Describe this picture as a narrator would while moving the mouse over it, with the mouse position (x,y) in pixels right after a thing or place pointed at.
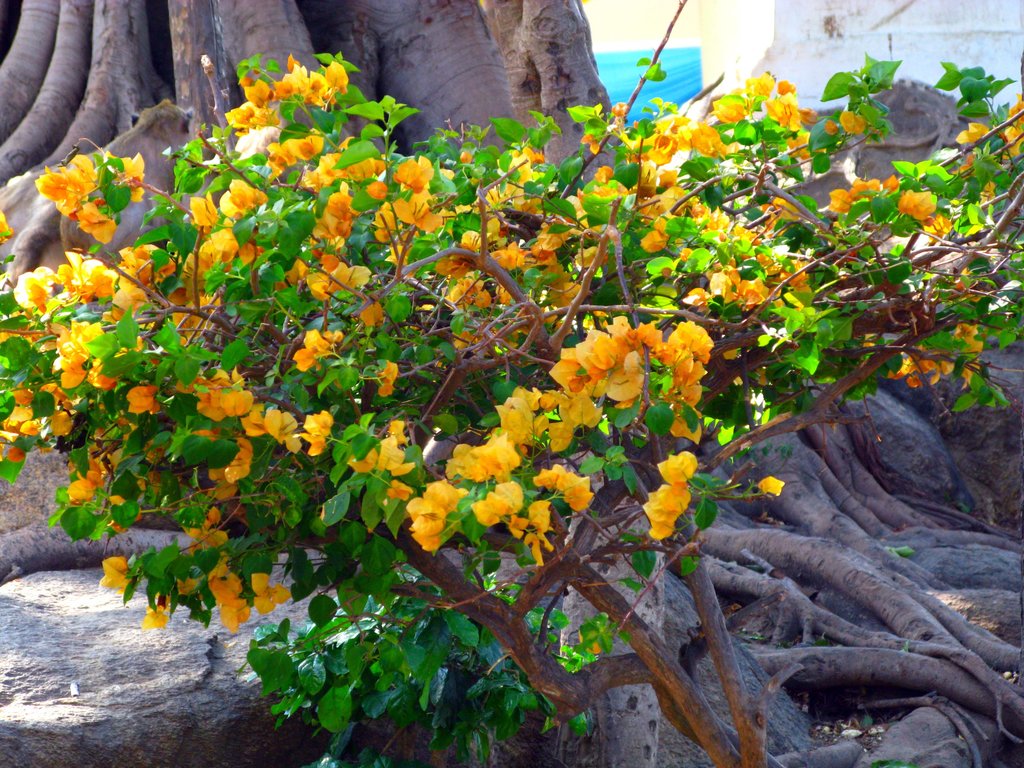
In the foreground of this image (528,438), there are flowers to a tree (565,579). In the background (411,57), there is a tree trunk (263,5) and roots (153,148).
